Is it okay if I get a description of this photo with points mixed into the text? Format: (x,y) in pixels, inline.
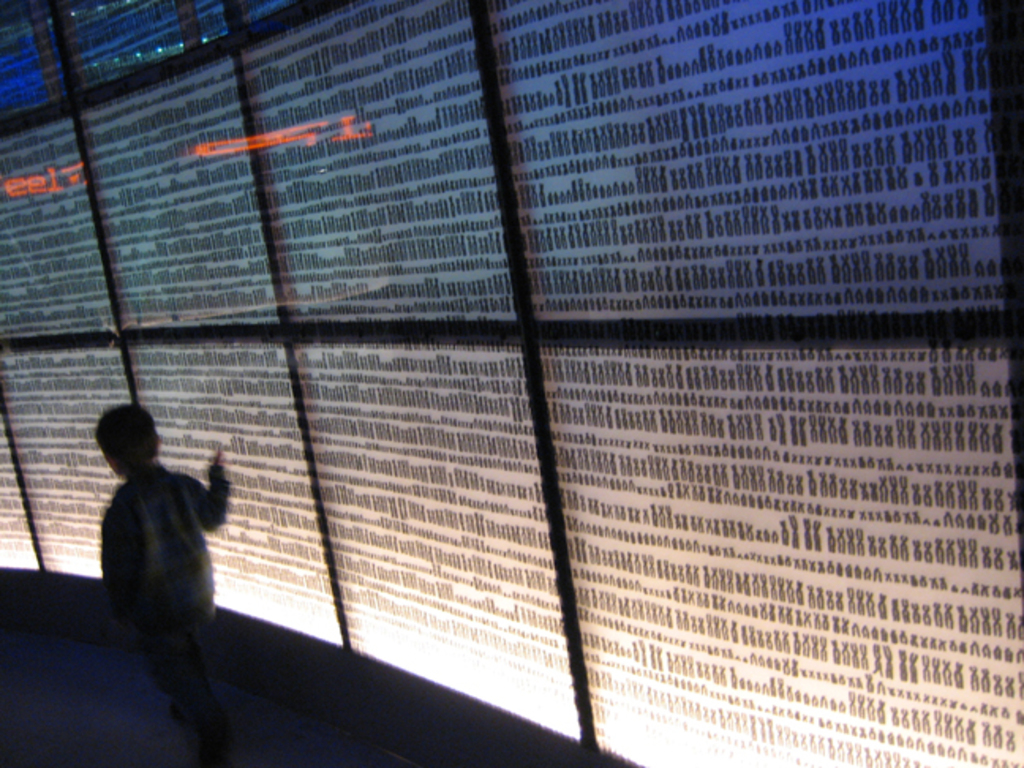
On the left side (151,553) there is a person (153,601) is walking. On the right side (737,287) there is a glass (509,368), behind this there is a sheet (506,489).
